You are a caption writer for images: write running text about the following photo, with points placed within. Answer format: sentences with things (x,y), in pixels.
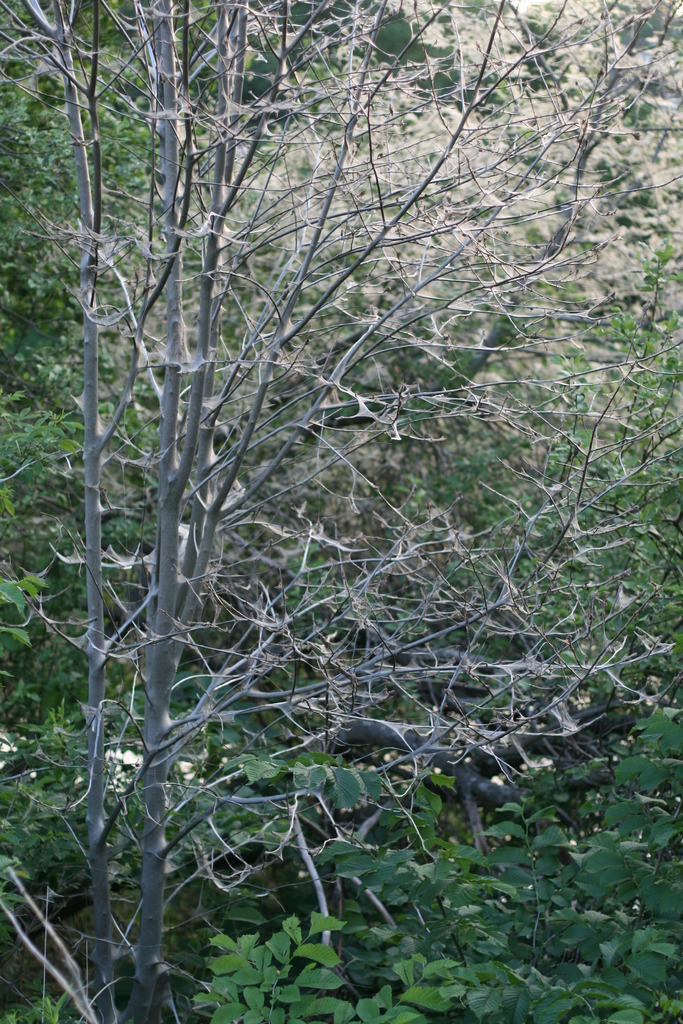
In this image, we can see so many trees (229,760) and plants (482,999).
